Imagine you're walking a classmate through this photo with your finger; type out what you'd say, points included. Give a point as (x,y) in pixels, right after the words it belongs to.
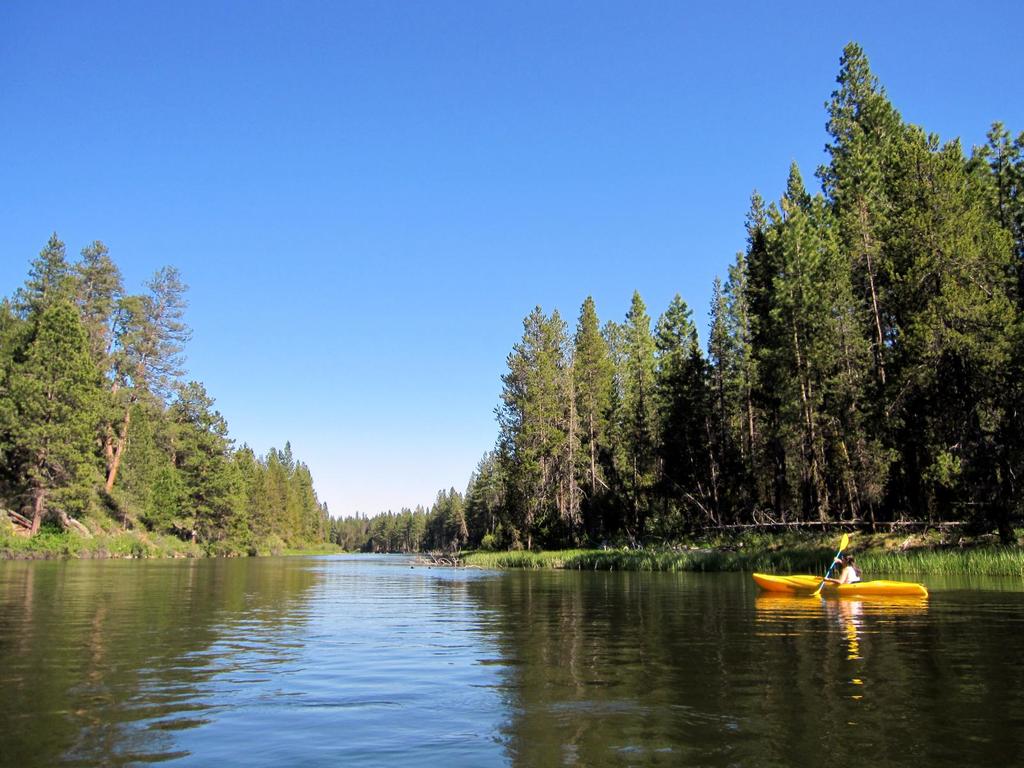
There is a person (836,559) sitting on a boat (811,576) and holding a paddle (815,588) and we can see water (777,608). In the background (476,444) we can see trees (1004,473), grass (624,552) and sky (454,212) in blue color.
